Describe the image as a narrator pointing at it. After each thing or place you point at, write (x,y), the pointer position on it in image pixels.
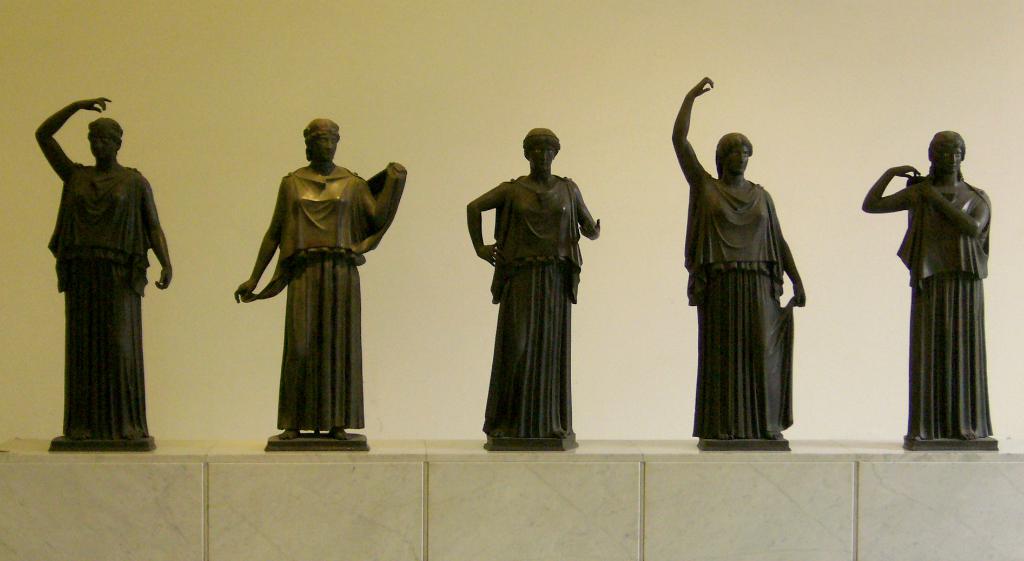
We can see sculptures (970,386) on the surface (189,448), behind these sculptures (97,156) we can see wall (670,80).
